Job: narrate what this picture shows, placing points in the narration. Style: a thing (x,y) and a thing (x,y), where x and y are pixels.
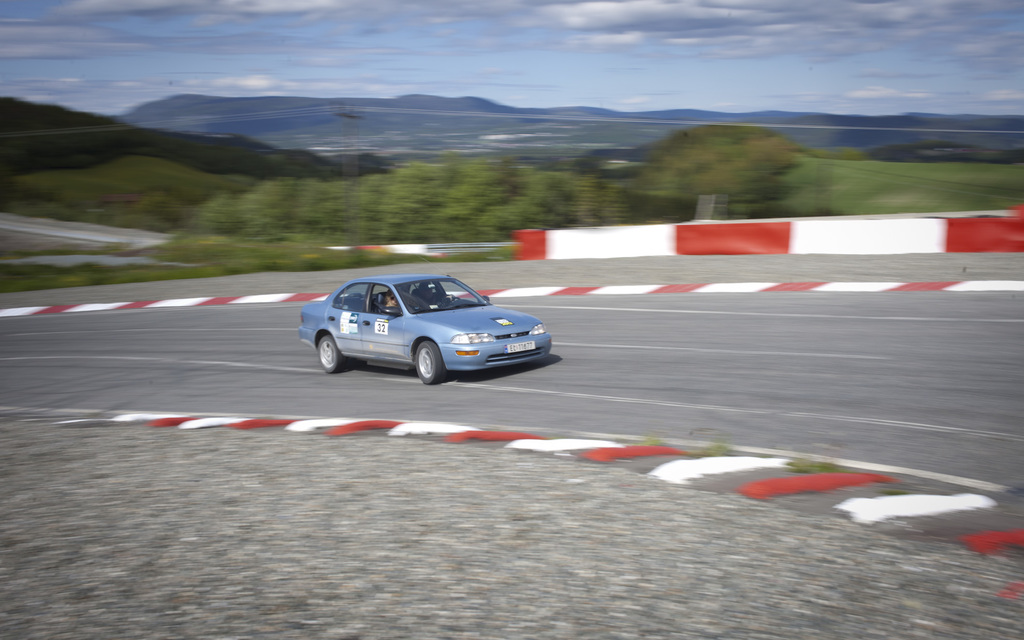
In this image we can see sky (494,21) with clouds (822,28), hills (608,114), trees (236,161), motor vehicle (480,328) on the road (295,334) and a pavement (354,270).
